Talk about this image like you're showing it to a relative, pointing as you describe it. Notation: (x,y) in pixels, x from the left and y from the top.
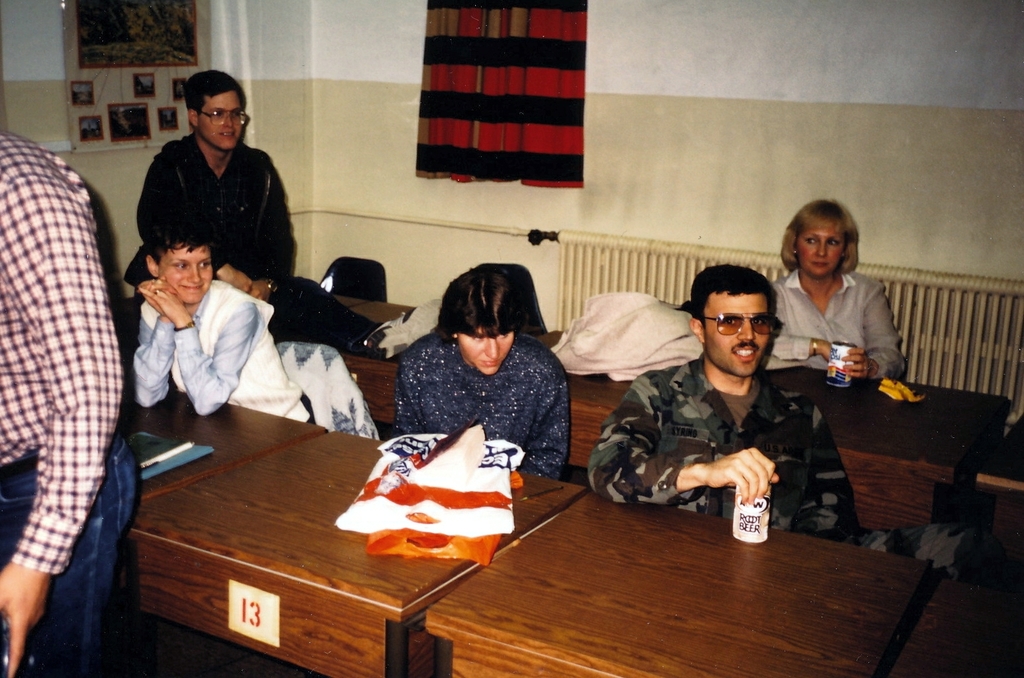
This is the picture of inside the room (367,153). There are group of people (418,361) in the image. There are covers (416,461), books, cans (843,351) on the table (307,494). At the back (139,118) There is a chart (93,85) and curtain (482,91).
